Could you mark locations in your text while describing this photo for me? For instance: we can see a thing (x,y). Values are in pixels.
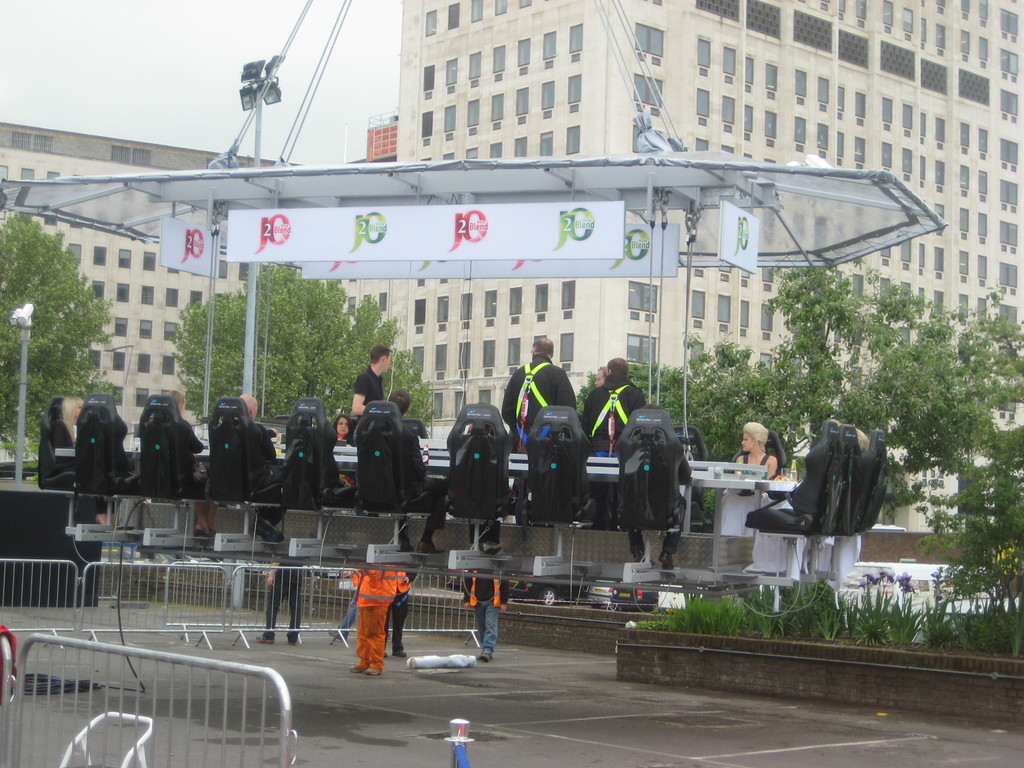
In this image there are group of persons (440,494) standing and sitting. In the front (188,663) there is a fence (275,623). On the right side (713,625) there are plants (783,624). In the background (272,339) there are trees (378,322) and buildings (983,119) and the sky (171,62) is cloudy and there is a light pole (242,103) and there is a tent (408,237) in the center (401,264) with some text (459,237) written on it.
